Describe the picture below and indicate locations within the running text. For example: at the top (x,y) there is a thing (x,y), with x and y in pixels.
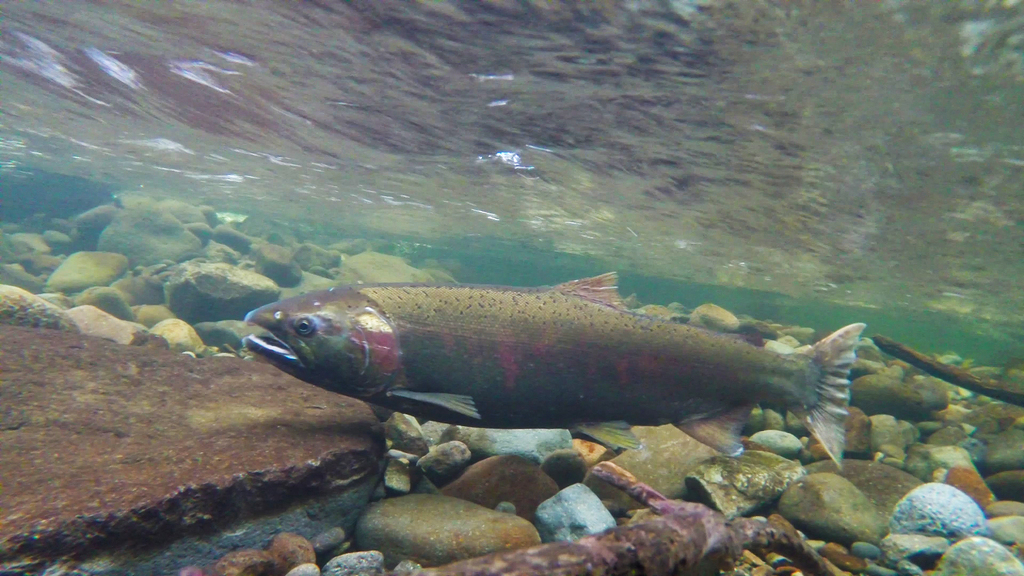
This is an image clicked inside the water (225,209). Here I can see a fish (492,336) which is facing towards the left side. At the bottom of the image (469,501) I can see many stones (477,533).
